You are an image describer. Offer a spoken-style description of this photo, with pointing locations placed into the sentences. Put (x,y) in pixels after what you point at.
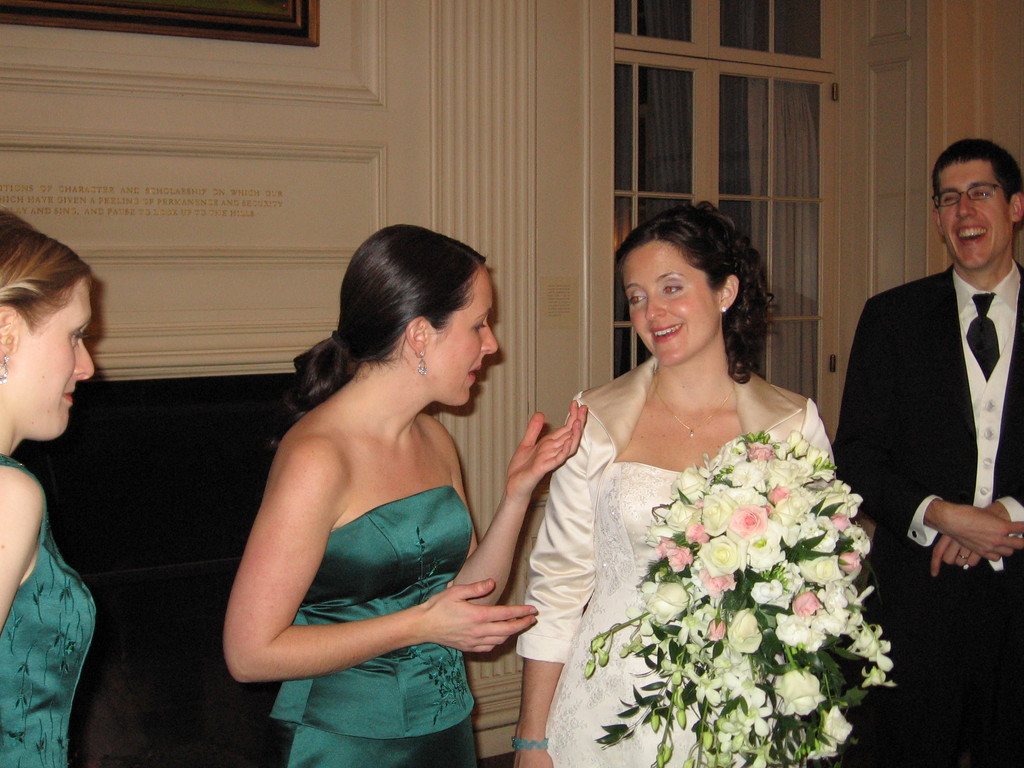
Here I can see three women (337,533) and a man (962,403) are standing. The two women (607,477) who are standing in the middle (411,375) are smiling by looking at each other. One woman (685,332) is holding flower bouquet (739,661) in the hand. The man (987,251) is wearing a black color suit (917,381) and smiling. At the back of these people (715,417) I can see the wall (486,158) along with the door (727,125). On the wall (170,211) I can see some text (137,197).
